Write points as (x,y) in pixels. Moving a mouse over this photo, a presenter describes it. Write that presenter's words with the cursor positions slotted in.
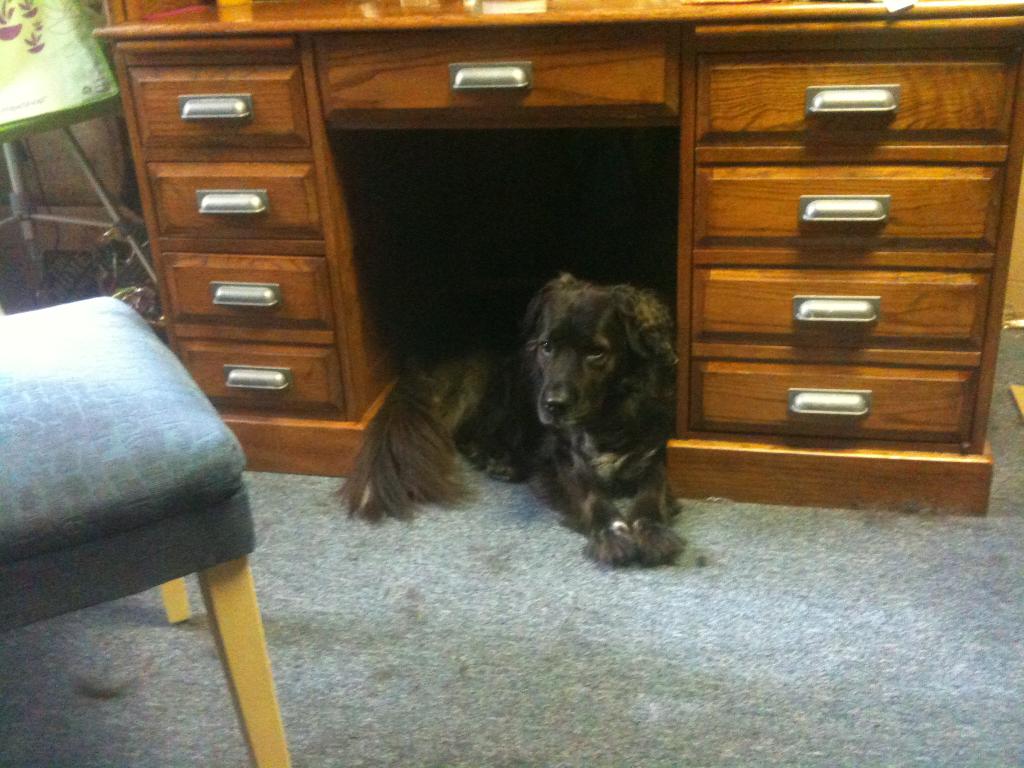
In the picture there is a cupboard (350,184). Inside the cupboard (443,341) there is a dog (544,401) sitting which is in black color. There is a floor mat (525,620) on the floor (397,601). To the left side (153,465) there is a chair (82,413) which is in blue color. On the top left corner (59,60) there is a green object (77,94).
